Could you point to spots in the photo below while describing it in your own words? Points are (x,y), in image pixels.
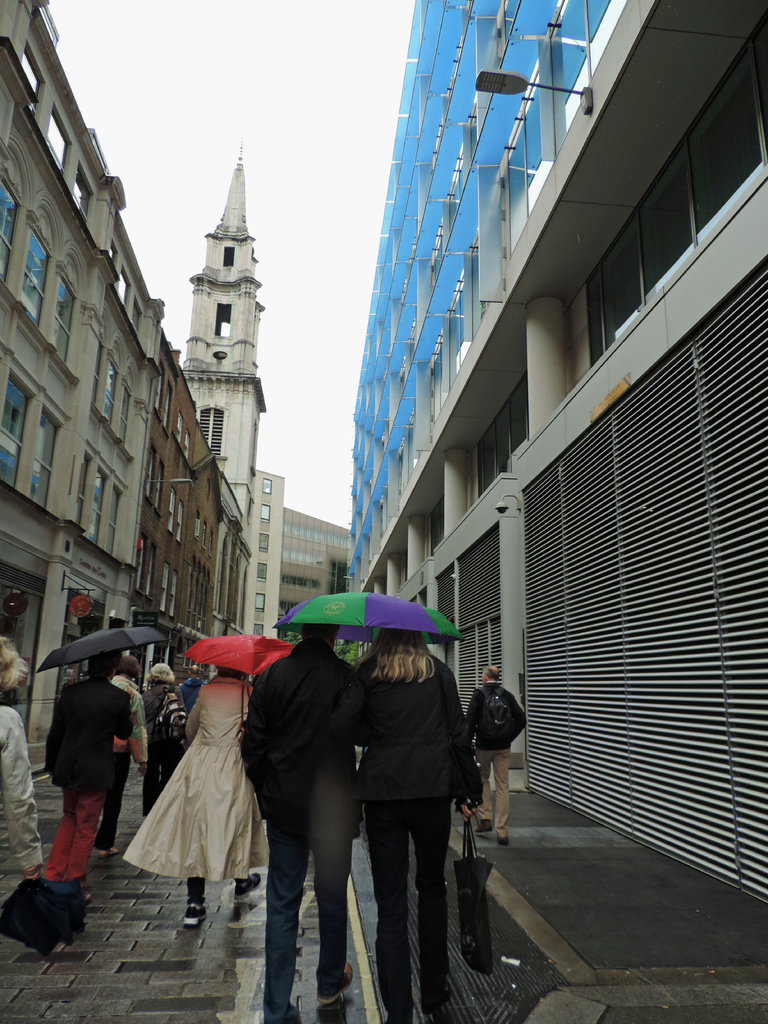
In this image we can see some people (294,778) walking on the footpath (244,975) holding the umbrellas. We can also see some buildings (425,531) with windows (436,535), a street light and the sky (308,317) which looks cloudy.
